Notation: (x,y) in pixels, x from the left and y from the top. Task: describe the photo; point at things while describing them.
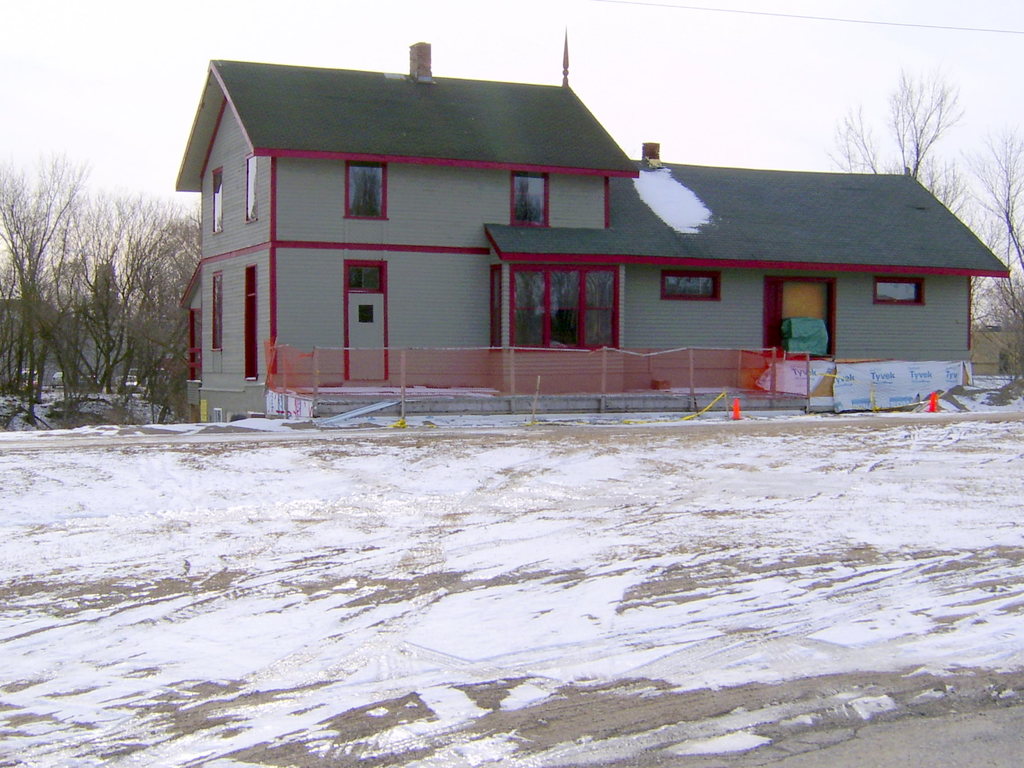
This image is taken outdoors. At the top of the image (858,56) there is a sky (904,46) with clouds (89,107). In the background (105,330) there are a few trees (102,341) on the ground (954,399). At the bottom of the image (769,677) there is a road (709,727) covered with snow (227,480). In the middle of the image (435,285) there is a house (401,285) with walls (467,281), windows (671,298), doors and a roof (658,215). There is a poster (894,379) with a text (842,379) on it and there is a net (467,383).
